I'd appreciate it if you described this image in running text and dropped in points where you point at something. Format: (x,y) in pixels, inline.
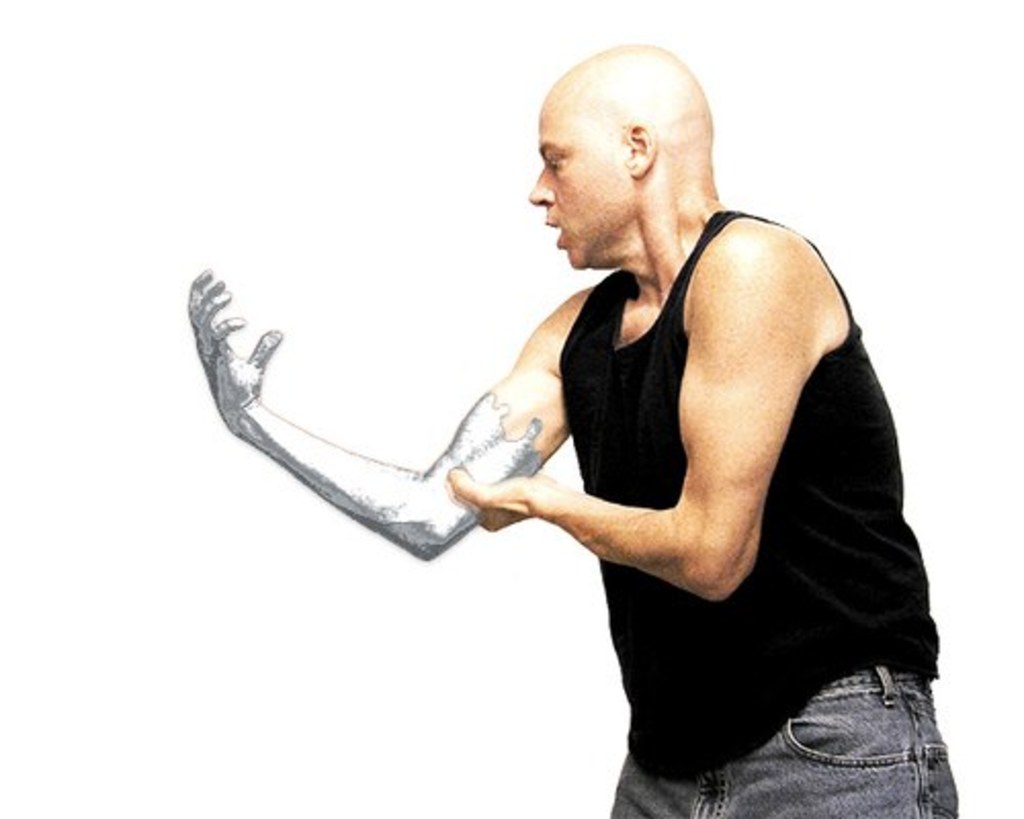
This is an edited image. In this image we can see a man (771,560) standing holding the muscle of his right hand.
